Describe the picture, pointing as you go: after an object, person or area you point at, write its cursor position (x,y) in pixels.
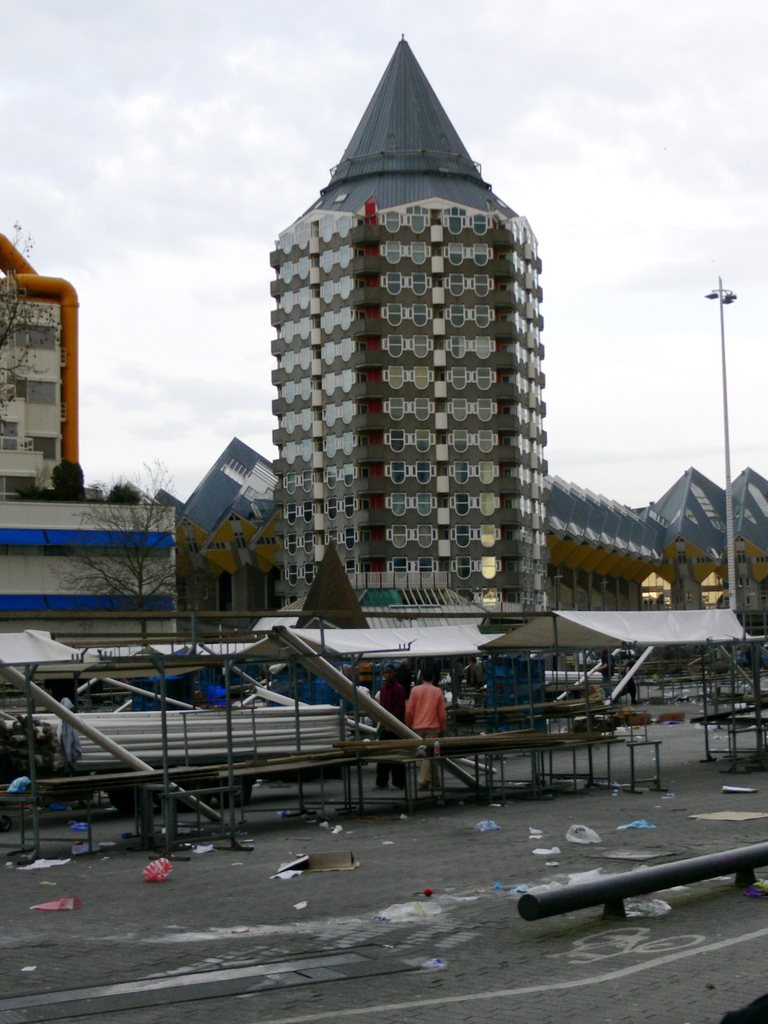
These are the buildings (537,535) with windows (294,510). This looks like a street light (734,566). I can see two people (423,705) standing. This is the tree (138,560) with branches (130,565). These look like benches (145,804). I can see covers (155,867), papers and few other things (701,816) lying on the ground (326,938). This looks like an iron pipe (530,903).
